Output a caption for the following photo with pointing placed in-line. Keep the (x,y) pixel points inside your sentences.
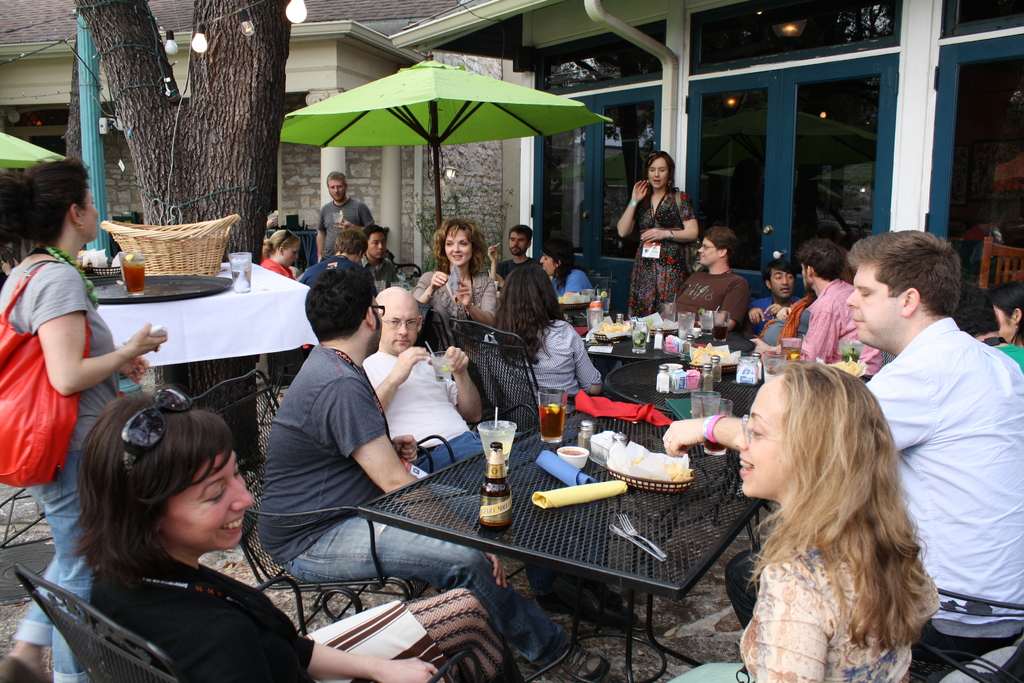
In this image we can see many people (567,365). Some are sitting on chairs (504,412) and few are standing. Also there are tables (541,449). On the tables (571,404) there are bottles (667,381), glasses (560,395), bowls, baskets (141,235), fork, knife (612,526) and many other things (250,304). In the back (27,155) there are umbrellas (20,160). Also there is a tree (239,196). And there are buildings (466,151) with doors (721,193), windows (721,193) and pillars (327,178). Also there are lights (248,20). And the lady (78,325) on the left side (25,371) is having a bag (34,393).
